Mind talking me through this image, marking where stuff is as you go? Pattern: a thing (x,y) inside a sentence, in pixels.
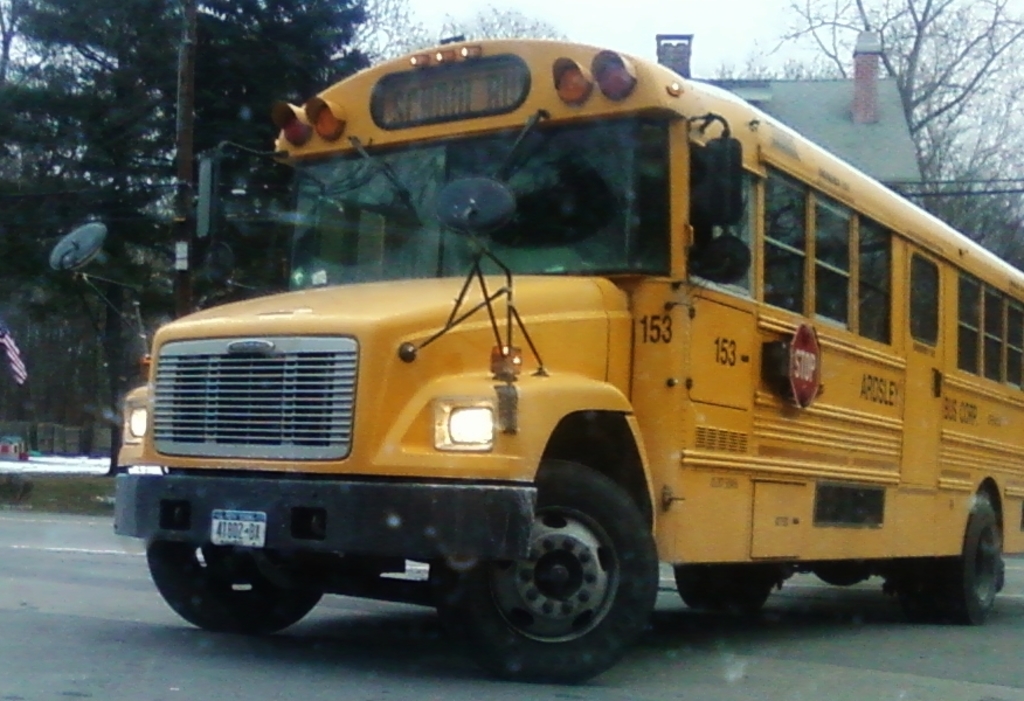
This image is clicked on the road (355,613). There is a bus (468,438) on the road (371,620). There are numbers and text (881,389) on the bus (551,405). Behind the bus (795,140) there is a house (892,114). Beside the bus (139,508) there are poles (191,87) on the walkway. In the background (129,117) there are trees (88,126). At the top (674,22) there is the sky (656,21).
